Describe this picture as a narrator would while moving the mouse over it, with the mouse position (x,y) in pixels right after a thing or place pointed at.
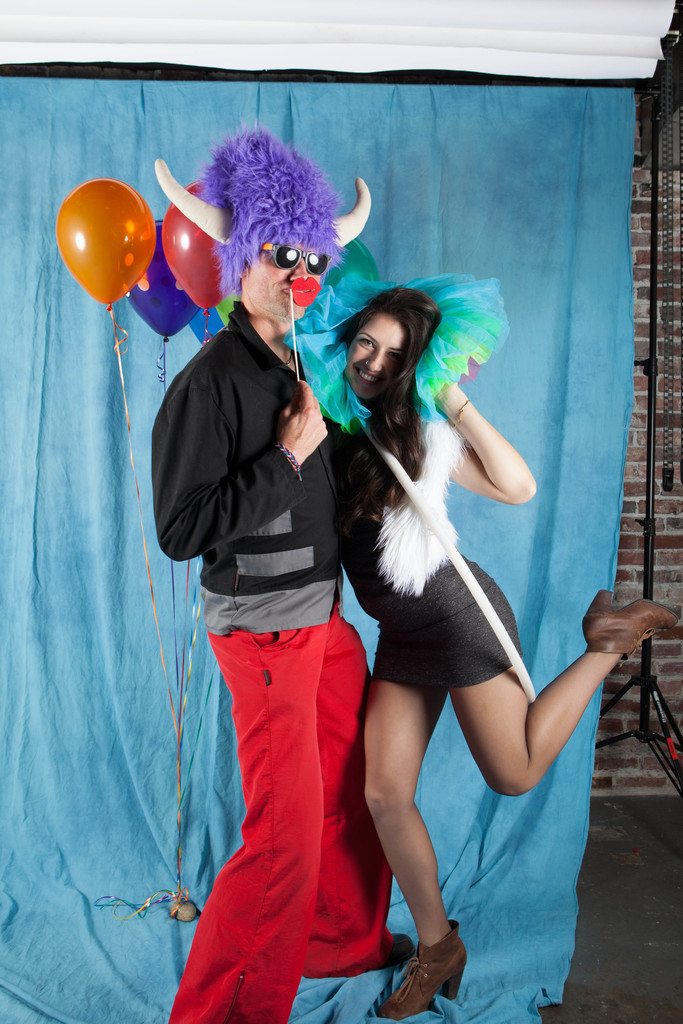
In the center of the picture (267,462) there is a man (248,558) and woman (439,620) standing, beside them there are balloons (152,287). In the background (156,573) there is a blue colored curtain (80,323). On the right (643,531) there is a stand (647,476) and brick wall (634,710).
